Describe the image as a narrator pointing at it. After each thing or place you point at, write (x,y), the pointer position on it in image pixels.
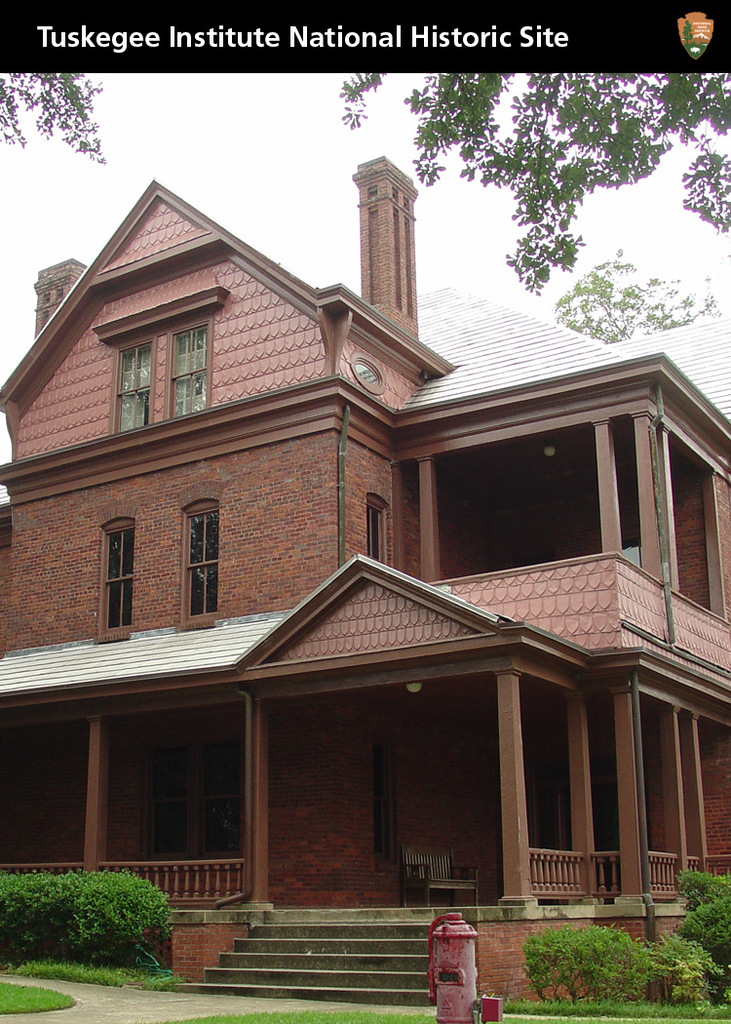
In this image there is a building (364,673) in the middle (393,638). At the top (272,143) there is the sky (272,143). In front of the building (171,943) there is a garden (100,945) in which there are plants (39,911) around the house (668,921). There is a fire hydrant (439,967) in the middle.
